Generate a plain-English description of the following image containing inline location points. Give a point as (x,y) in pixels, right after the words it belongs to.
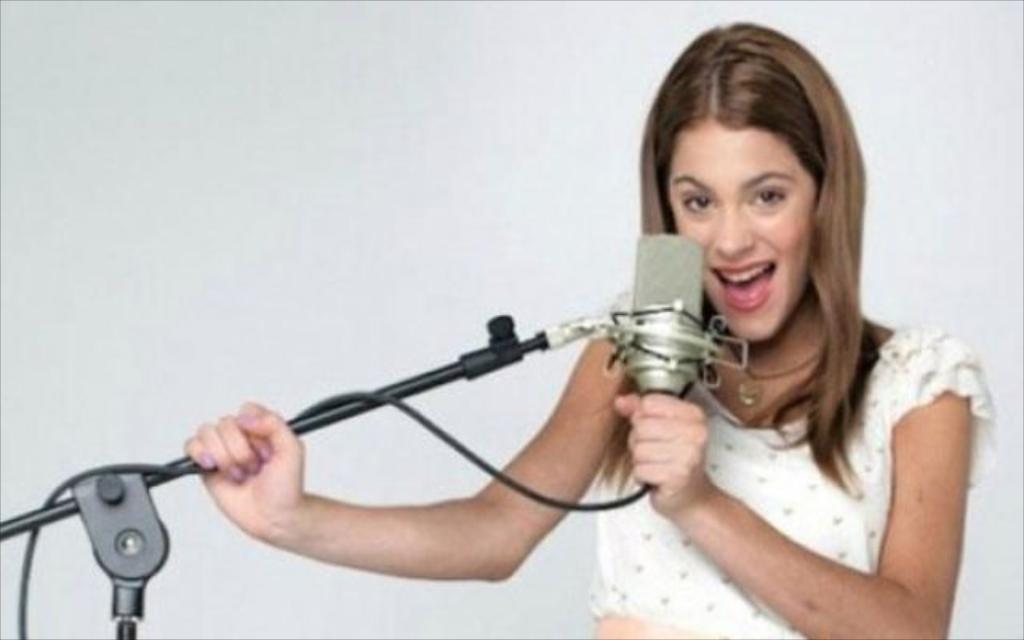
On the right side of this image (807,369) I can see a woman (737,479) is holding a mike stand (94,486) in hands (643,479). It seems like she is singing a song.
